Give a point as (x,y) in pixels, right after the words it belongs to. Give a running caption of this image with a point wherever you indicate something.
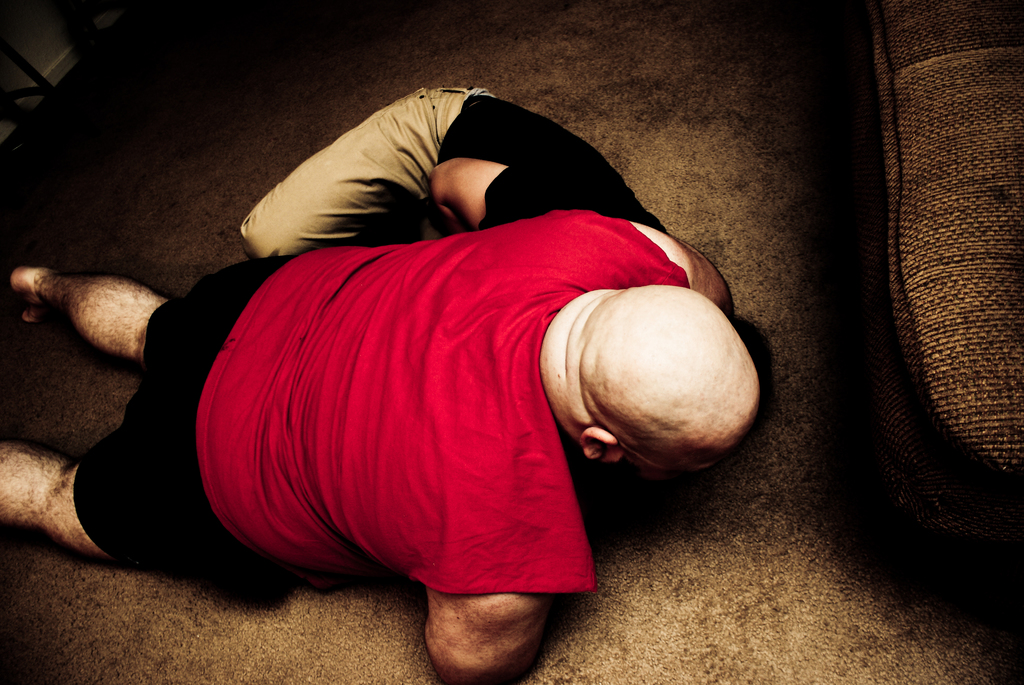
This is an edited image. In the middle of the image (383,363) there are two persons (476,327) lying on the floor (658,626). It seems like they are fighting. On the right side (977,182) there is a couch (960,192).
